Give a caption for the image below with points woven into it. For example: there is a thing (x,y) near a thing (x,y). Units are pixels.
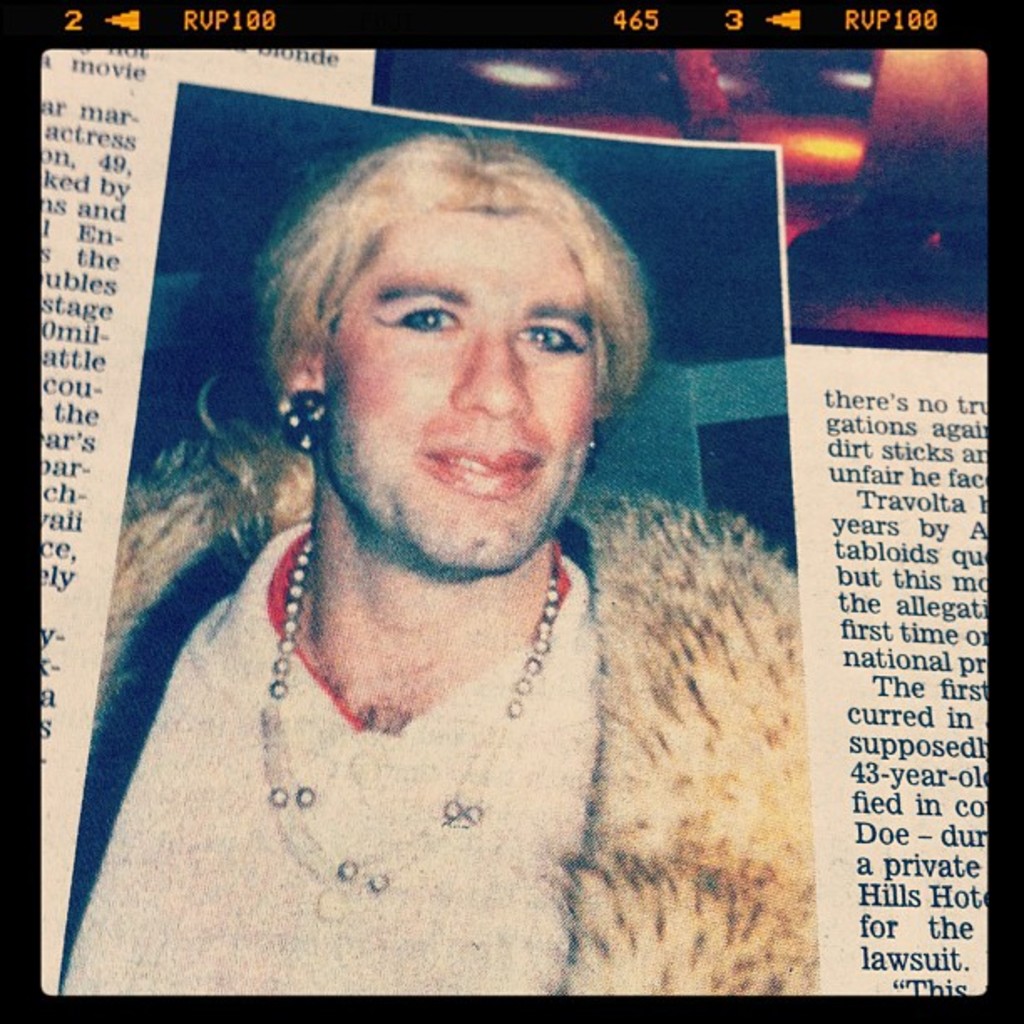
This image of a newspaper (488,514). In which there is a picture (376,604) of a man (408,587). To the left (103,264) and right, there is text (935,934). He is wearing a white t-shirt (353,924).
